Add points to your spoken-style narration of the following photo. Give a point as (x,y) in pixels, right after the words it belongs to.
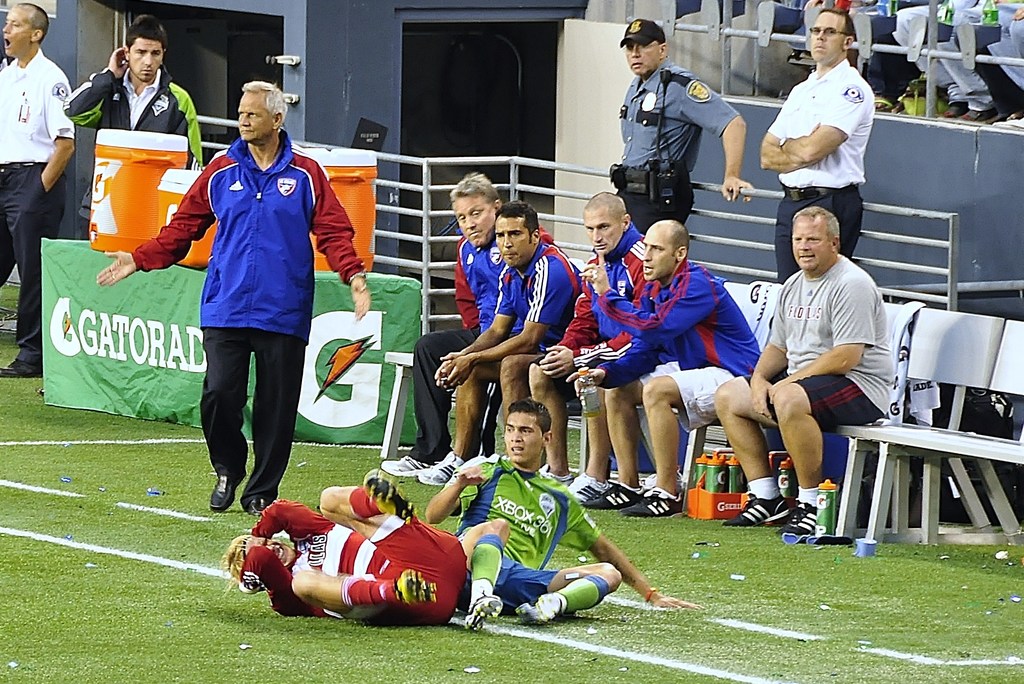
At the bottom of the image (392,549) there are two men (471,551) sitting on the ground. Behind them there are few men (727,304) sitting on the chairs (1001,442) and below them there are bottles (720,491) in the basket (699,493). And in the image there are few people (245,203) standing. There is a table (69,243) with water cans (353,221). Behind that there is a room (451,172) with walls (263,11). In the background (578,220) there is a wall (732,221) with railings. Behind the railings (932,85) there are legs (1008,28) of people (1022,30).
